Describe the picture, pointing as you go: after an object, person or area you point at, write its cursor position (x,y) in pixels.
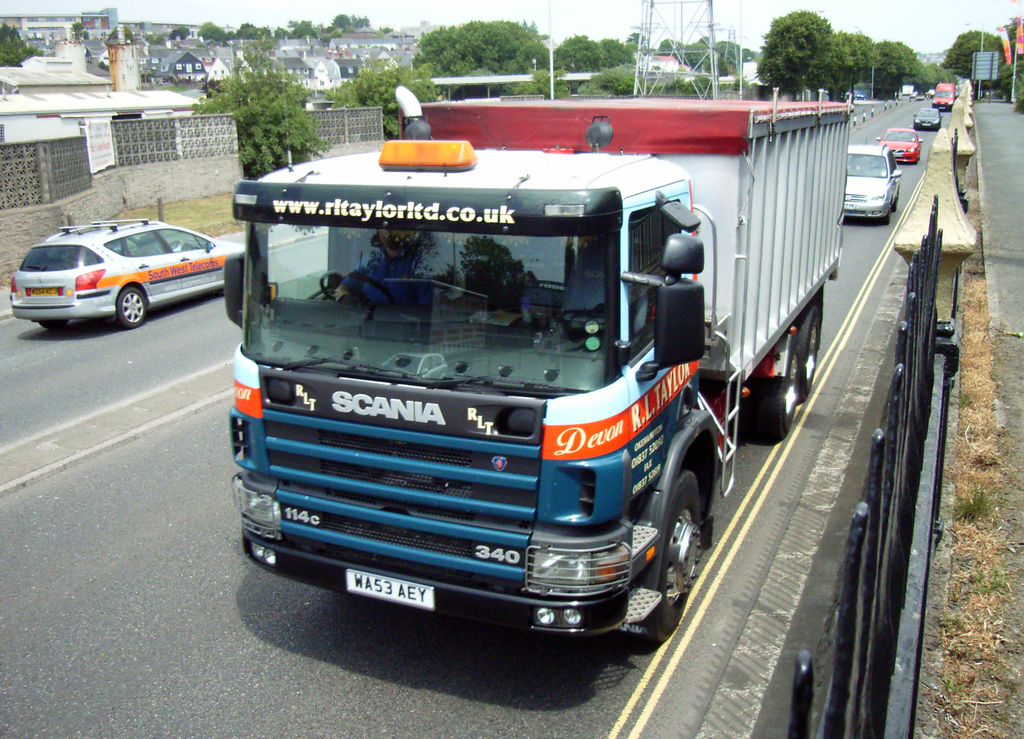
In the image we can see there are many vehicles (426,246) on the road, these are the headlights (255,499) and number plate (382,581) of the vehicle (395,574). There are even trees (890,95) around, we can even see there are buildings (147,54), wall (203,178), grass (205,227), fence (872,528), pole (550,21) and a sky (919,10).
